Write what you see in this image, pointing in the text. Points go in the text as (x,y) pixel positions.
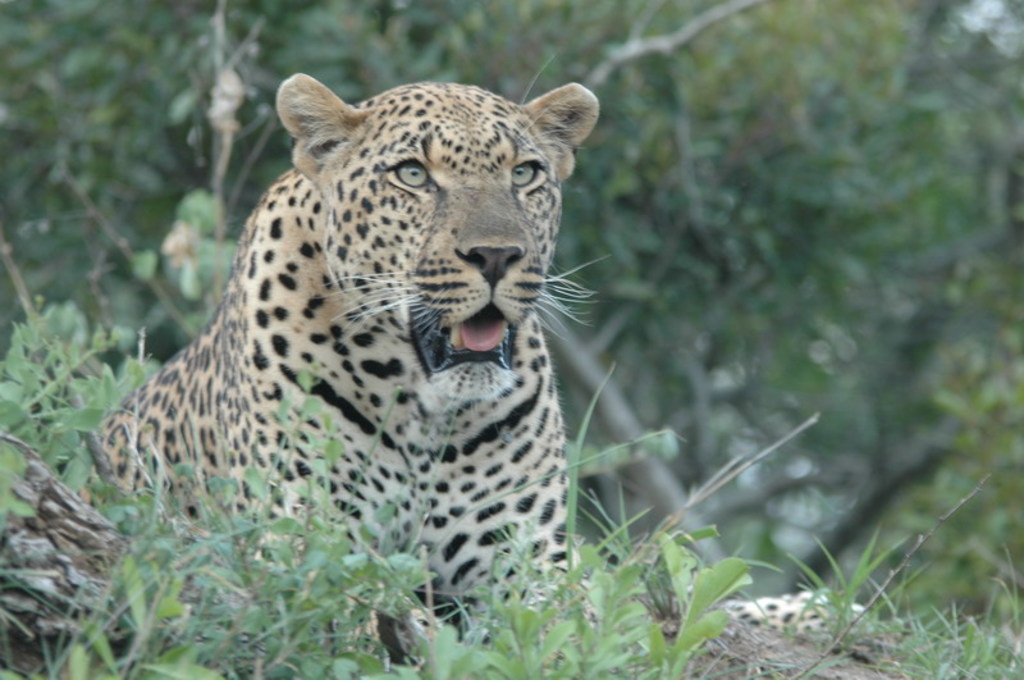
In this picture we can observe a leopard (361,255) on the ground (619,613). We can observe some plants (280,605) on the ground (823,631). In the background (664,265) there are trees (109,169).
